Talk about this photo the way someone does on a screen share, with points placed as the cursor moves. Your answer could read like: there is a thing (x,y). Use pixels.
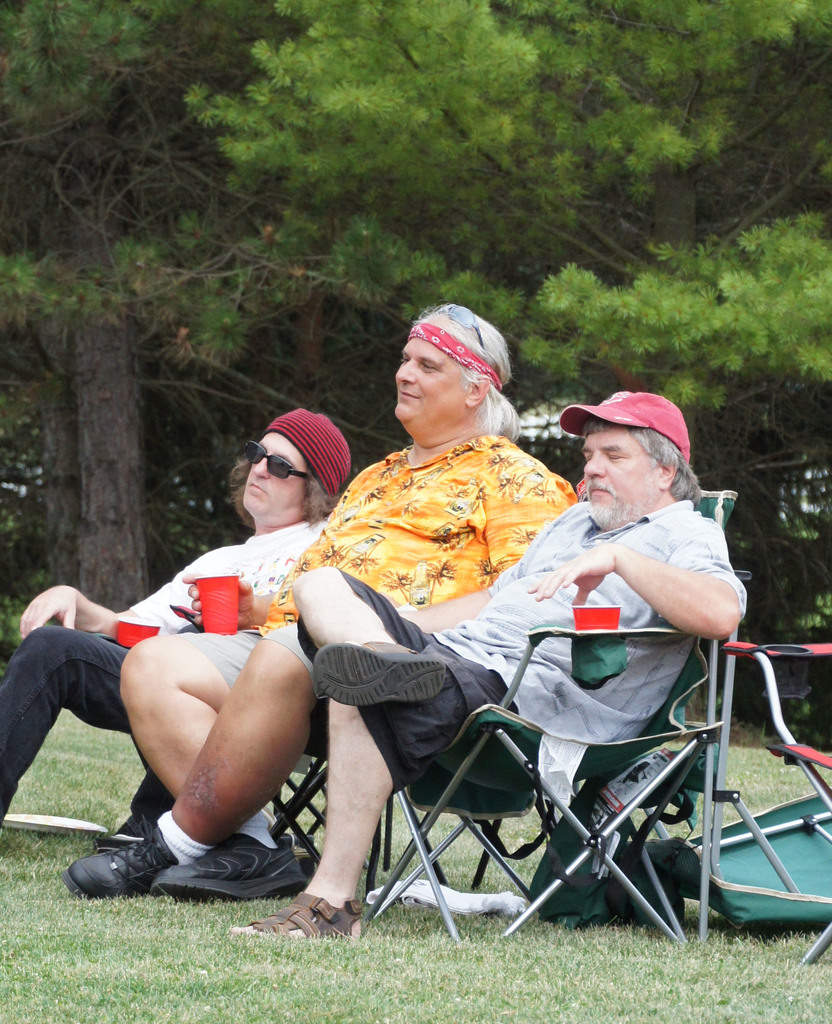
In this picture there is a man (678,473) who is wearing cap (635,399), t-shirt (550,551), shirt (458,639) and sandal (306,914). He is sitting on the chair (676,730), beside him we can see another man (451,535) who is holding red glass (233,590). On the left (270,548) we can see a person (281,524) who is wearing goggle (305,473), t-shirt (291,553), jeans (38,656) and shoe (130,827). On the bottom (83,1013) we can see grass (29,1020). In the background (45,405) we can see many trees (683,243). Here it's a sky (529,410).
